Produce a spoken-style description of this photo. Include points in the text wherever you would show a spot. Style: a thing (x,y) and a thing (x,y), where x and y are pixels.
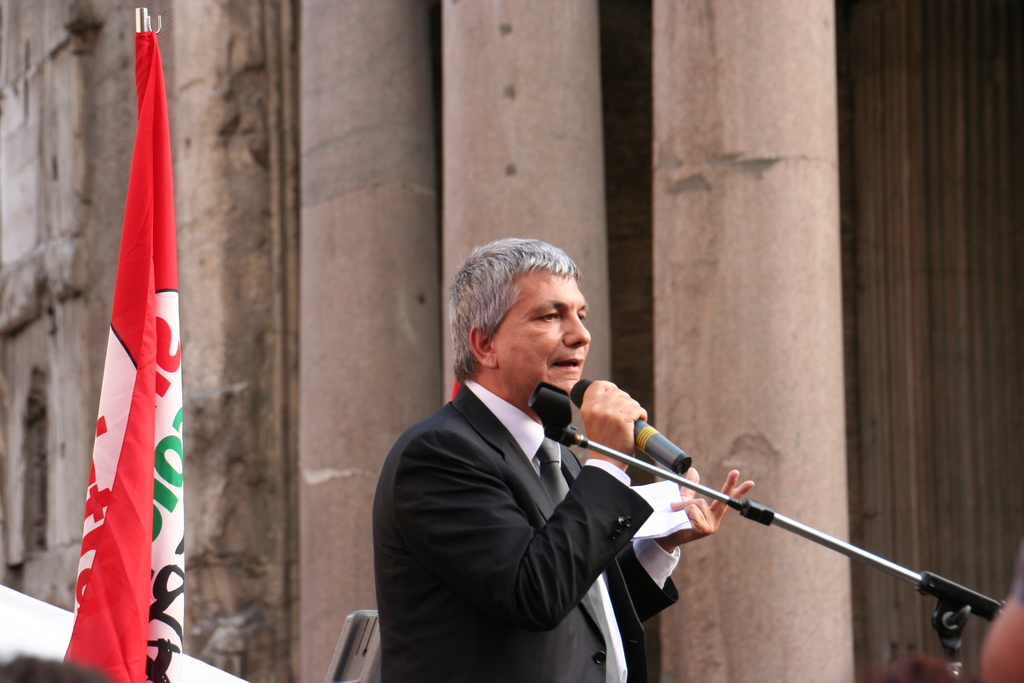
The picture consists of only one person (549,576) in the middle (550,371) wearing a black suit (518,518) and tie (547,471) and he is holding a microphone (646,443) and one paper (665,517) in other hand (706,526), behind him there is a flag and beside him there are big pillars (462,229) and building (236,318).
